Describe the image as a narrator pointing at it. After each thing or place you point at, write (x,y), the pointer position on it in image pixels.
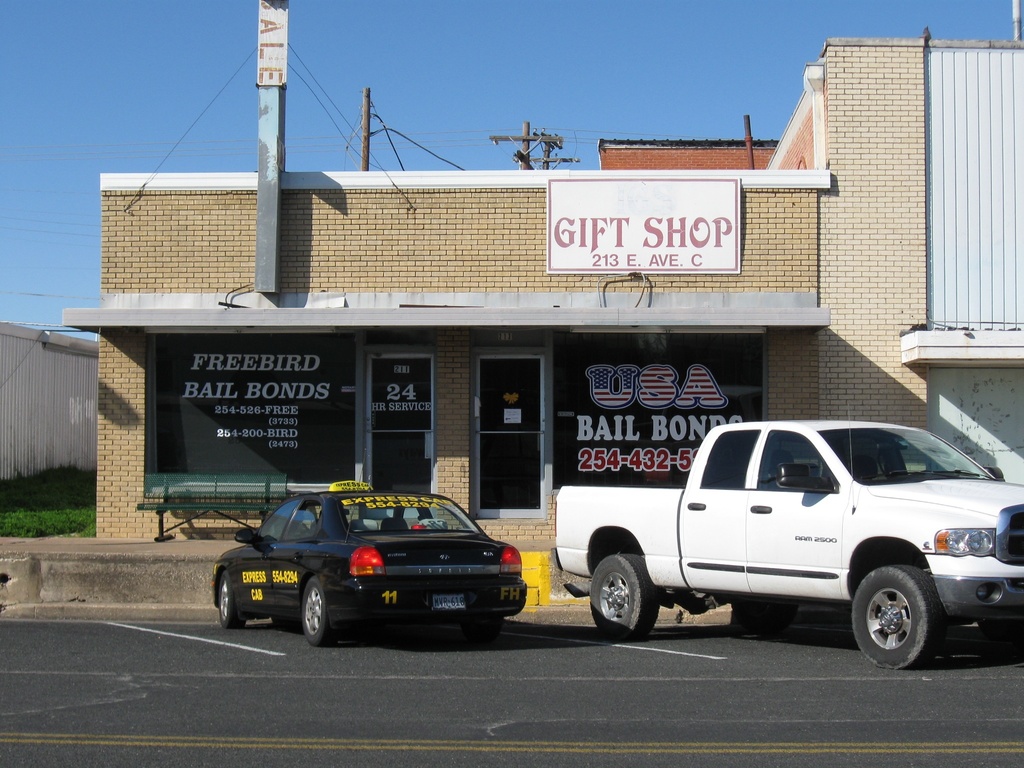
In this image there are two cars (518,591) parked on the road (67,722) in front of a shop (360,336), behind the shop (474,339) there are electrical poles (529,151) with cables (564,134) on it, beside the shop (161,460) there is grass (61,479) and a metal building (71,414).
